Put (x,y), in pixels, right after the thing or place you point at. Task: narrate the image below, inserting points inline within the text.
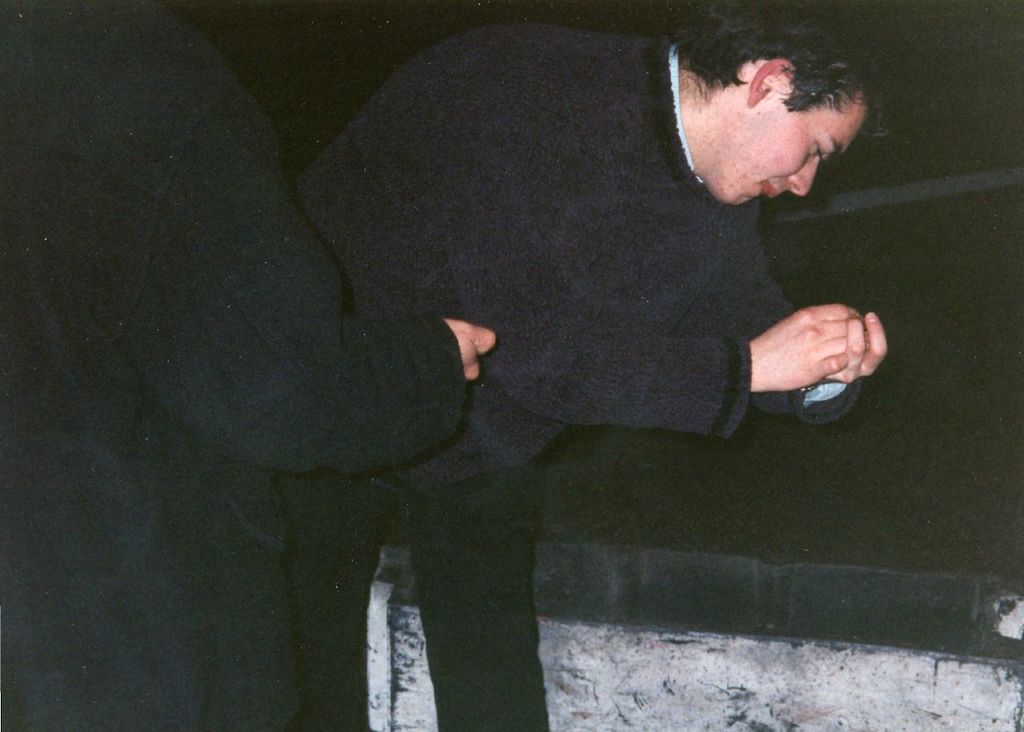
In this picture we can see two people (485,512), wall (709,558) and in the background (861,220) it is dark.
